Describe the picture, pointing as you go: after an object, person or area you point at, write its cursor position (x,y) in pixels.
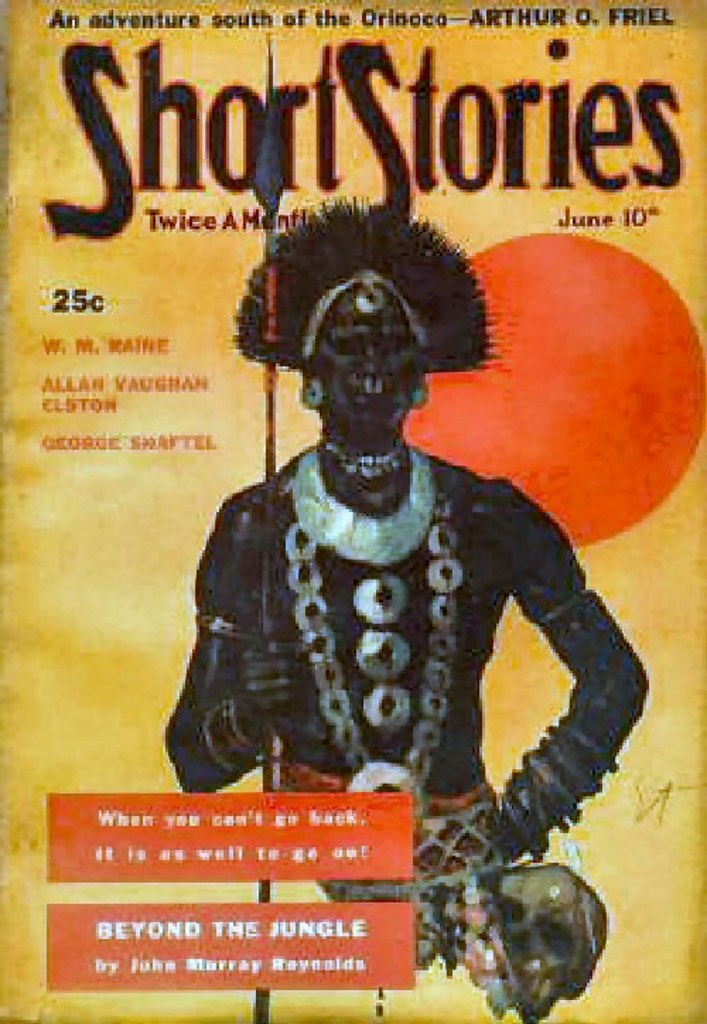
This is a poster (678,683) and on this poster (154,913) we can see a man (470,833) wore ornaments (342,520) and holding a tool (269,121) with his hand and some text (186,150).
